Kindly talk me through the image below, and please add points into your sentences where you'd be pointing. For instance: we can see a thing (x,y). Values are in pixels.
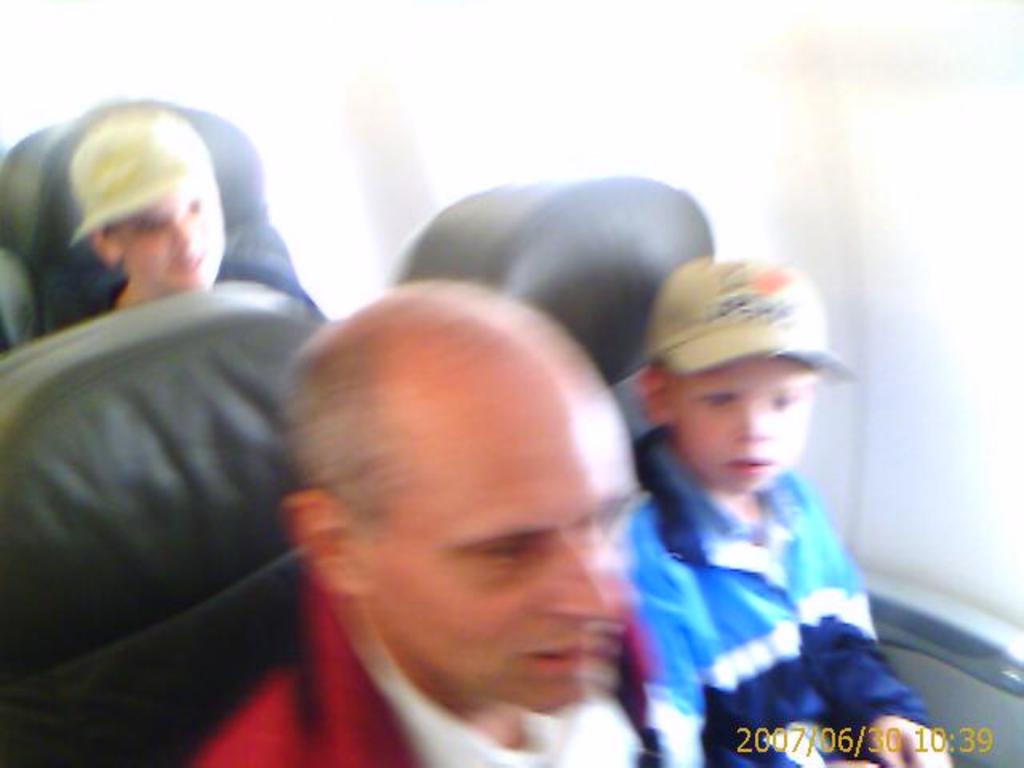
In this picture, we can see a few people (291,423) sitting on chairs (284,487), and we can see the background (255,17), date (749,735) and time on the bottom right side of the picture (873,729).
